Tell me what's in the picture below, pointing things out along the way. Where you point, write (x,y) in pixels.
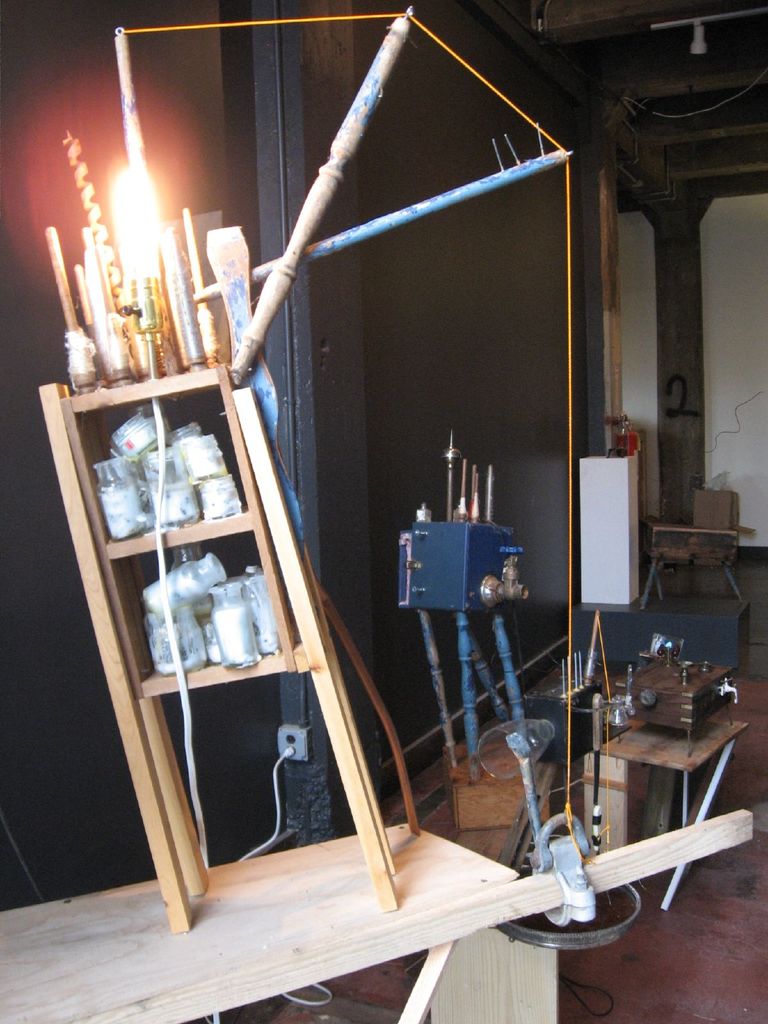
In this picture we can see the machine (229,386). In the front (165,923) there is a wooden table (152,913) with light (147,255) and rope (140,31). Behind we can see blue color machine (463,593) and white table (612,526) with chair (660,551). In the background (533,387) we can see the wall (547,496).
